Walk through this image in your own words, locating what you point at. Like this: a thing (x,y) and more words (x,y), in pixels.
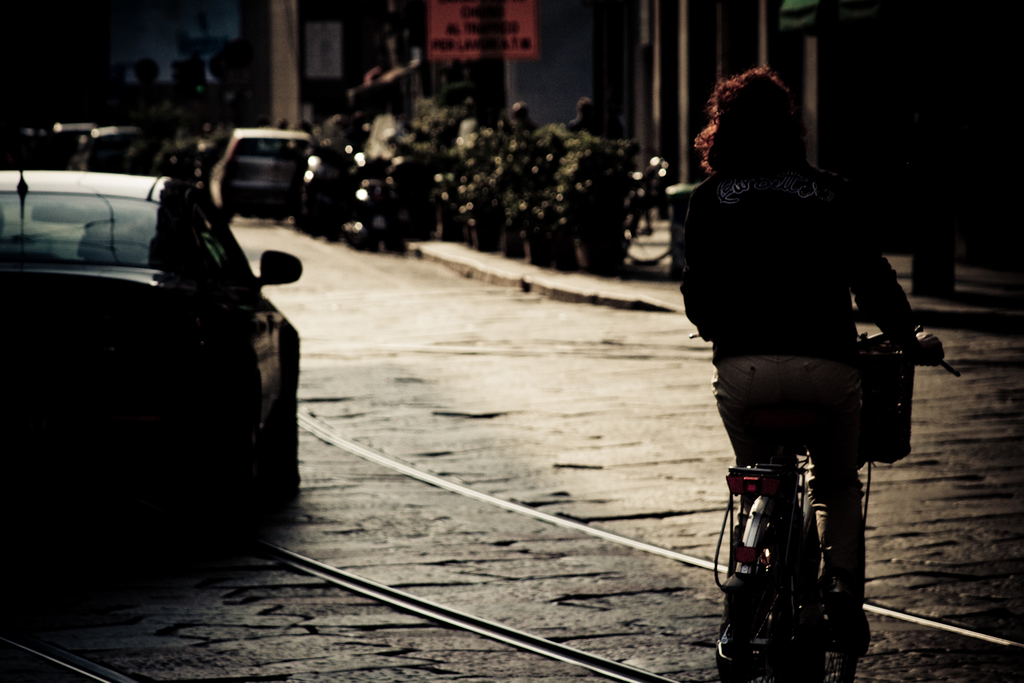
In the foreground of this image (747,545), there is a person (736,403) cycling on the road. On the left (138,317), there is a car (178,343). In the background (487,177), there are plants (566,176), vehicles (254,173) and the buildings (566,39).
